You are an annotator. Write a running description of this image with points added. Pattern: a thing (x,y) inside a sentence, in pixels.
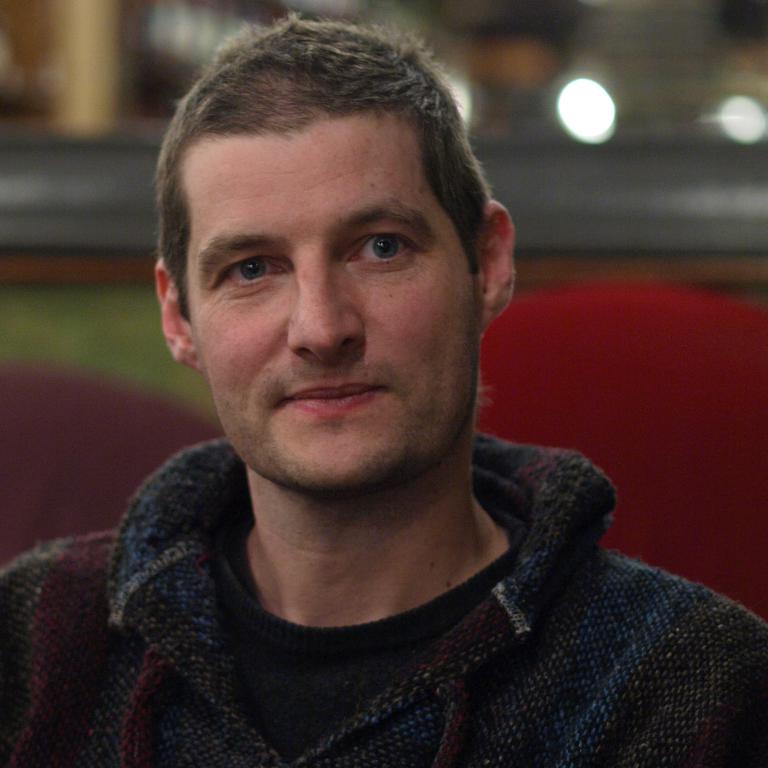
In the middle of this image (366,475), there is a person (345,353) smiling and watching something. And the background (585,197) is blurred.
